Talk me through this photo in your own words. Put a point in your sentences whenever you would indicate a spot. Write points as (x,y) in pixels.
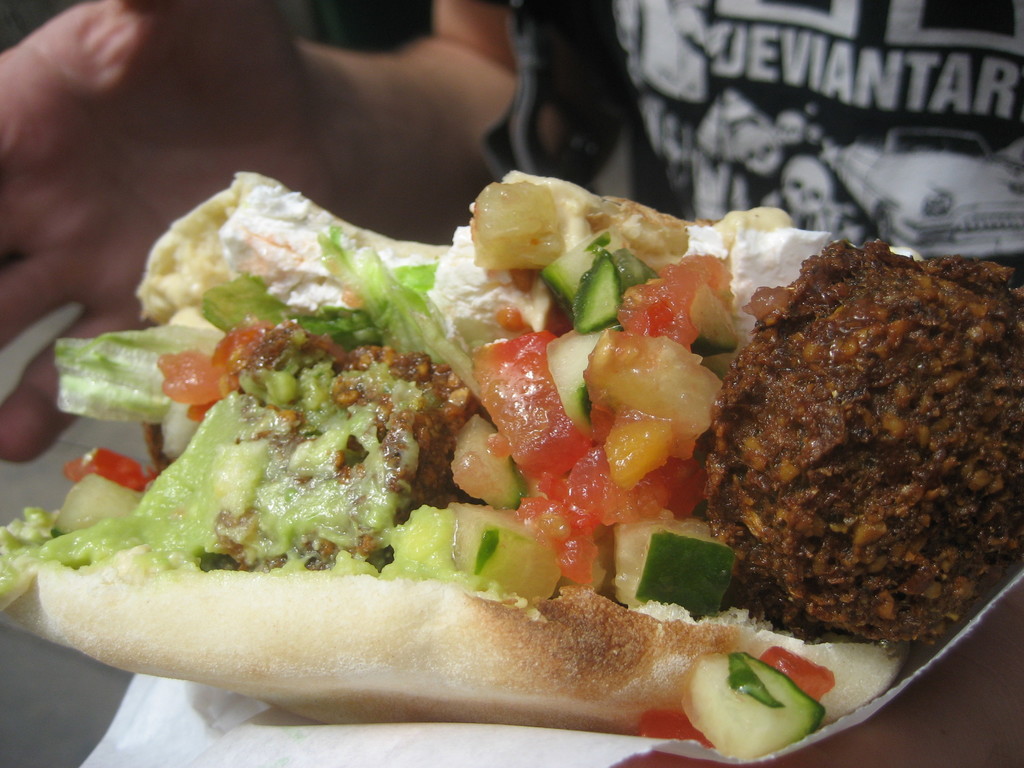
In this picture there is a person (213,14) with black t-shirt (611,30) is holding the food (557,575) with the tissue (380,726) and there is a text (842,79) on the t-shirt (831,91).
